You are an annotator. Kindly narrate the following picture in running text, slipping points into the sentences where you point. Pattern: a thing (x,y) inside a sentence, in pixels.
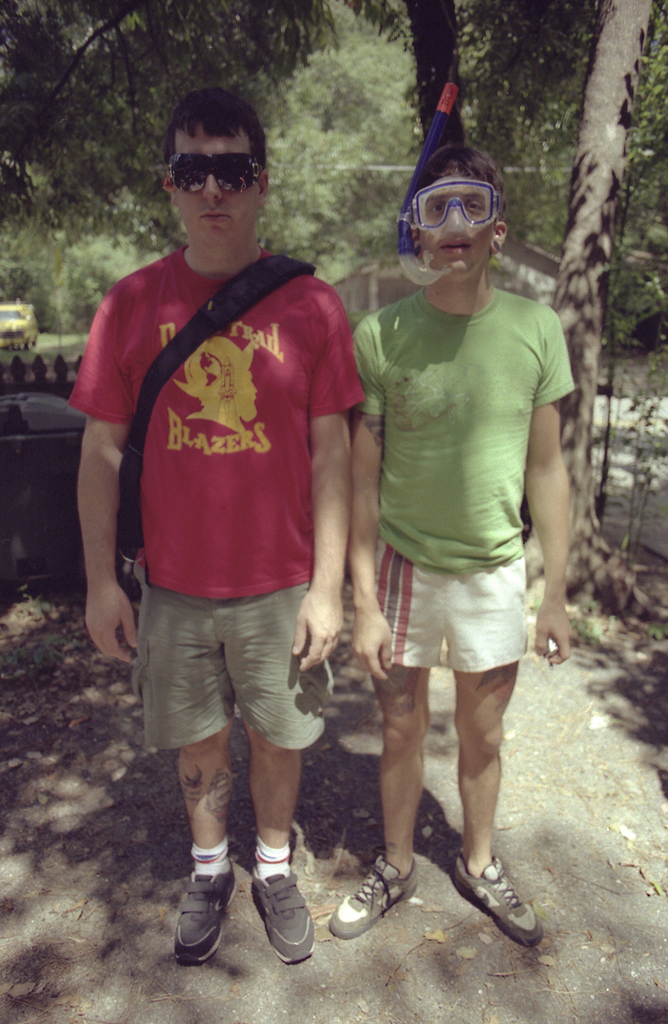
In the left side (214,476) a man (235,471) is standing, he wore a red color t-shirt (226,459) beside him there is another man (526,378) standing he wore a green color t-shirt (480,425). Behind them there are green trees (96,28).
